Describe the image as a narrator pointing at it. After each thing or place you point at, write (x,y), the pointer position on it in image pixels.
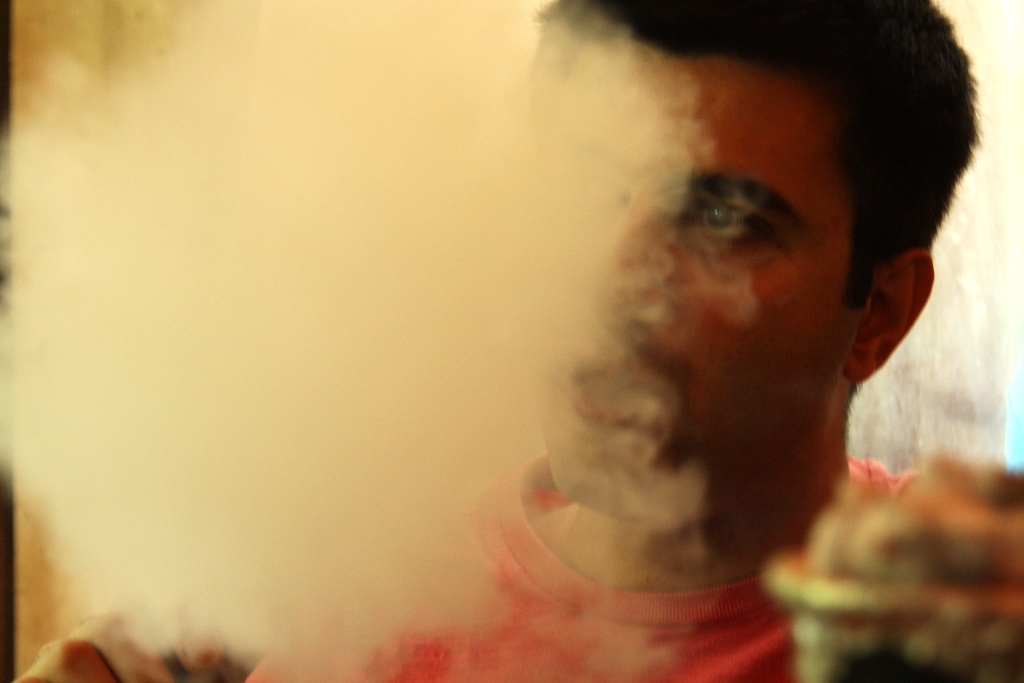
This is a close up image of a man (681,427) wearing clothes (592,589) and we can see smoke (266,351).
